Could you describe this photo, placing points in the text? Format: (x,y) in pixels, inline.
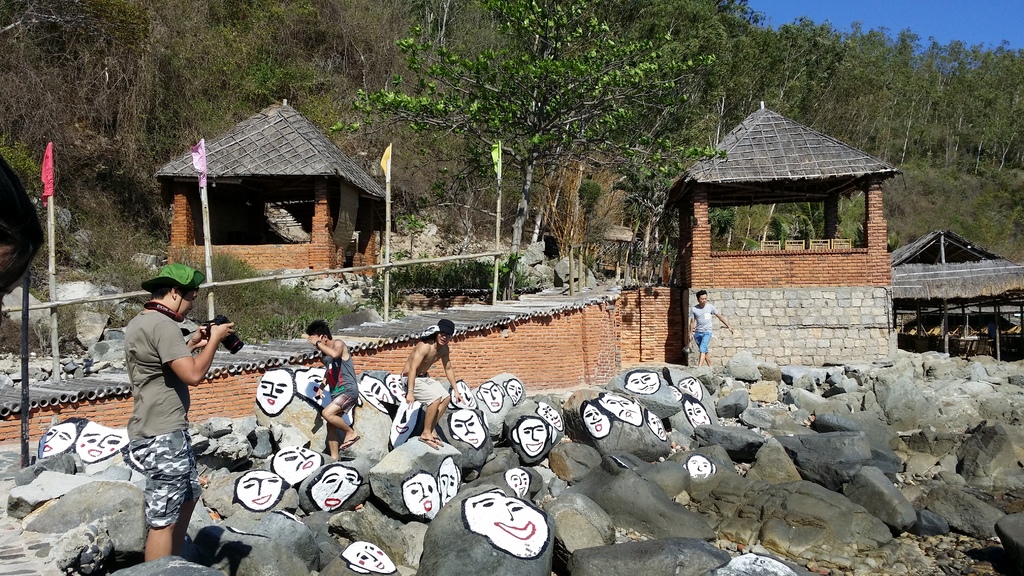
In this image we can see many trees (797,75) and plants (965,177). There are few people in the image. A person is holding a camera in his hand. There is a walkway (238,356) in the image. There is a sky (964,14) in the image. We can see the painting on the rocks (518,461). There are few houses (352,215) in the image.
